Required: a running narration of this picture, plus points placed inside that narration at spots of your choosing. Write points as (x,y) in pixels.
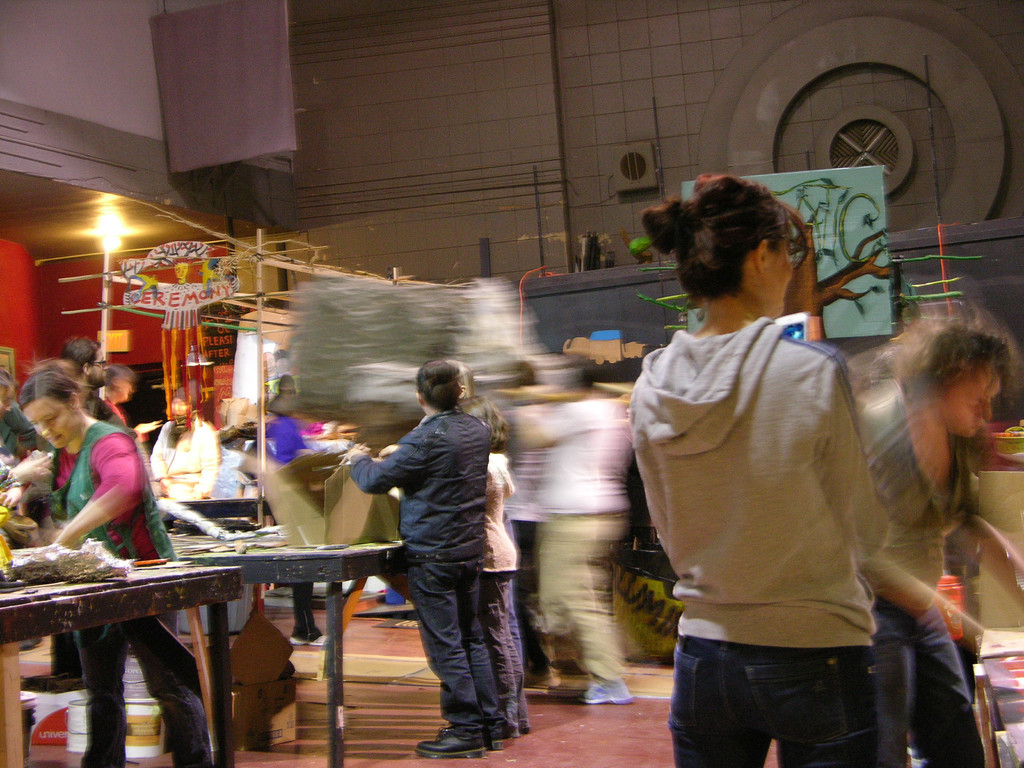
In this image there are people (543,499) standing, near tables (982,681) on that tables (188,565) there are few objects (235,543), in the background (260,195) there is a wall (1003,215) and it is blurred.
